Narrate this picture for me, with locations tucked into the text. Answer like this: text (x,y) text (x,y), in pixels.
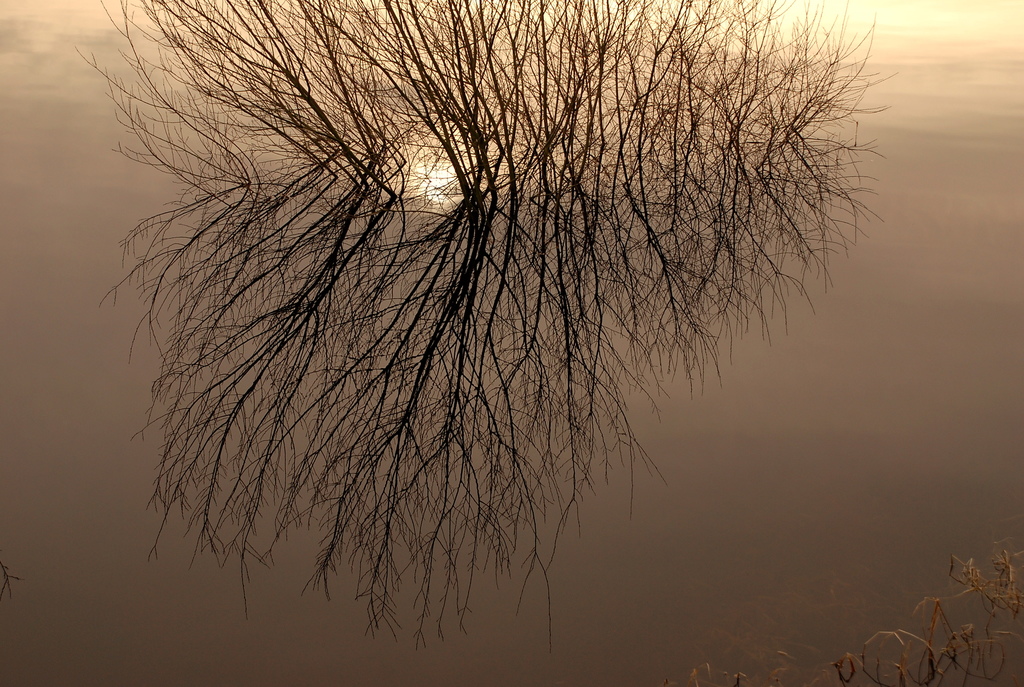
In the image there are branches (308,99) of a dry tree (446,147) and the sunlight (452,202) could be seen through that branches (517,233).
